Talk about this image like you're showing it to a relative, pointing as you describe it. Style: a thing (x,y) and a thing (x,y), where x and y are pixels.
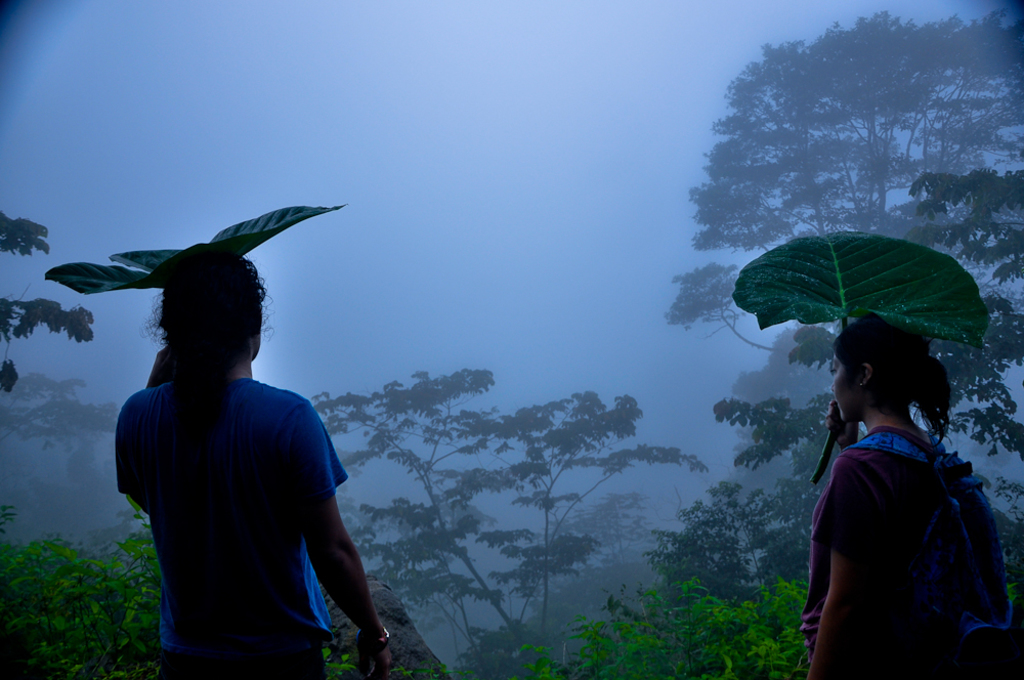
In this image there are two women (319,485) standing. They are holding leaves (799,313) in their hands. Right side (982,538) there is a woman (908,531) carrying a bag (947,574). Before them there is a rock (413,647), trees (493,650) and plants (61,670). Top of the image (382,112) there is sky (395,140).
